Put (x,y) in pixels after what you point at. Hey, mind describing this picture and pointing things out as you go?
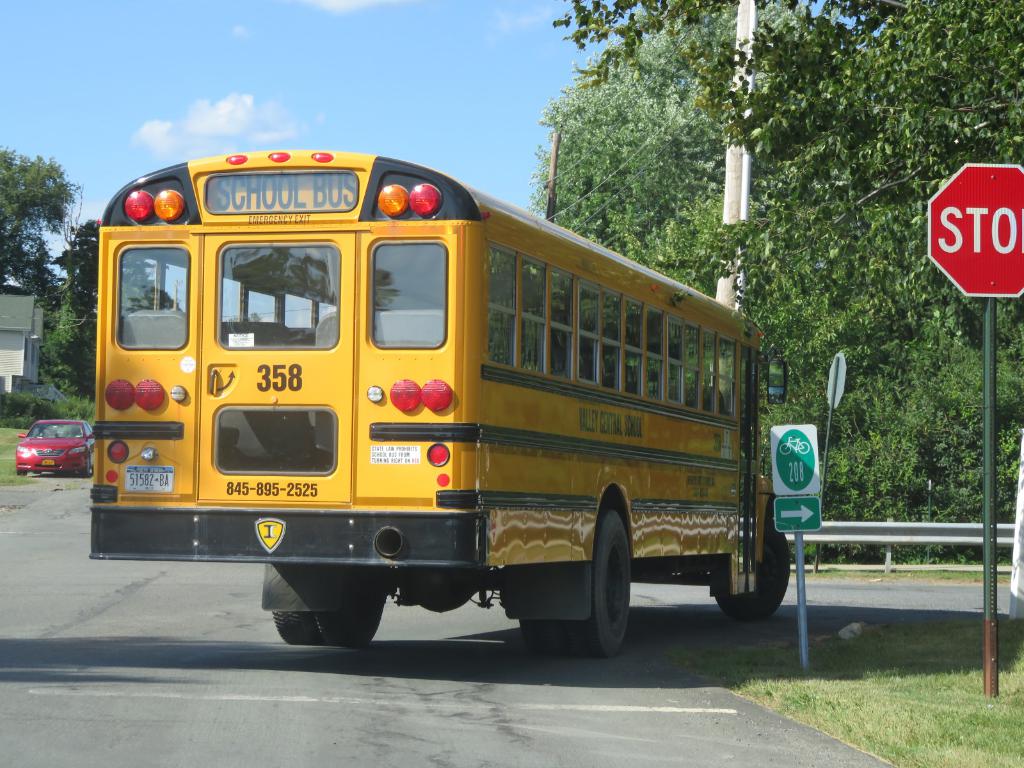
In this image we can see a bus (421,493) on the road (258,608). On the left (29,453) there is a car (24,437). On the right (800,503) there are boards (800,503). In the background (835,434) there are trees (45,375) and sky (143,155). We can see a building (36,334).
